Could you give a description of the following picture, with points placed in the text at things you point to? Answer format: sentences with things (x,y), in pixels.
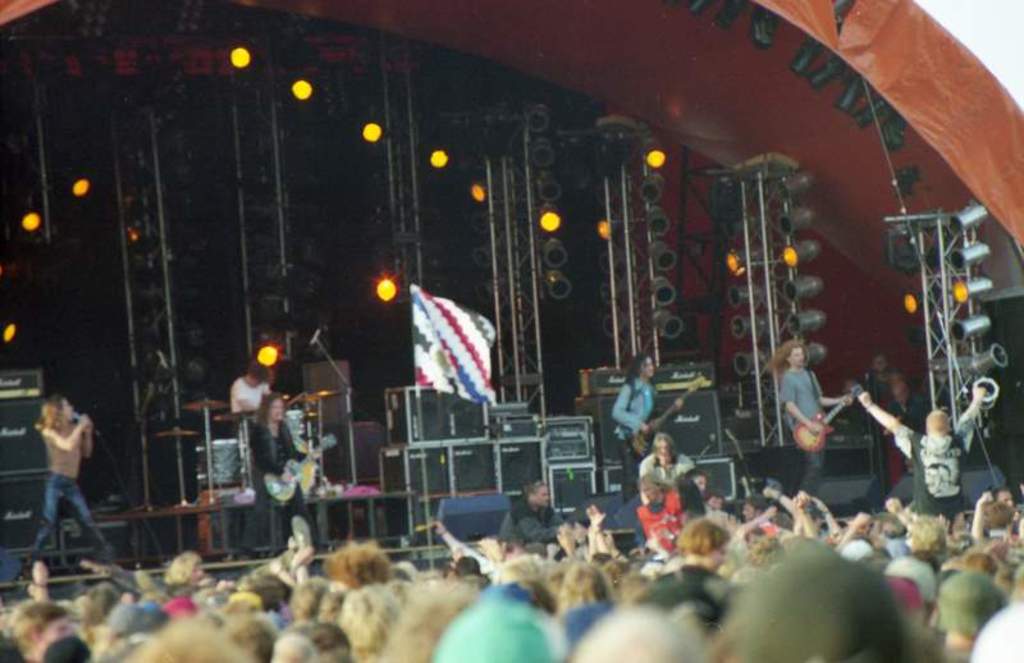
This picture describes about group of people (928,446), in the background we can see few people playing musical instruments (824,434), behind them we can find few metal rods (759,221), lights (803,239), speakers (489,409) and other things (875,451).
